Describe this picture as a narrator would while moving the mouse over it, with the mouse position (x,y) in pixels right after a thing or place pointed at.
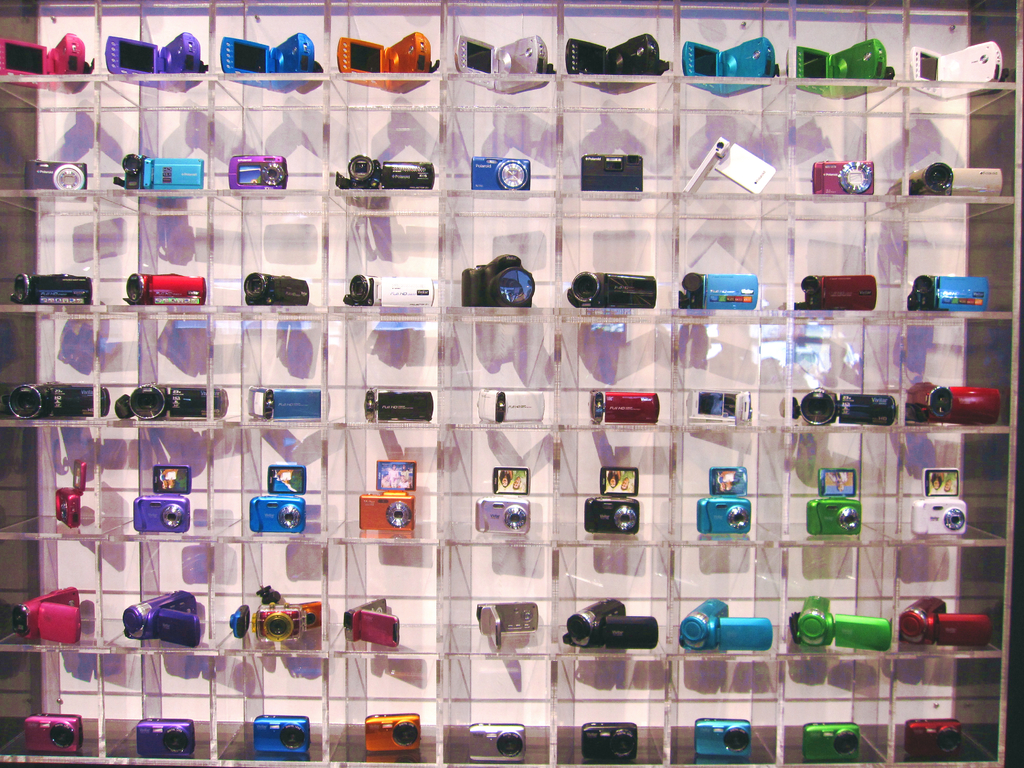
In this image there are so many cameras (357,284) arranged in the rack (628,543).
